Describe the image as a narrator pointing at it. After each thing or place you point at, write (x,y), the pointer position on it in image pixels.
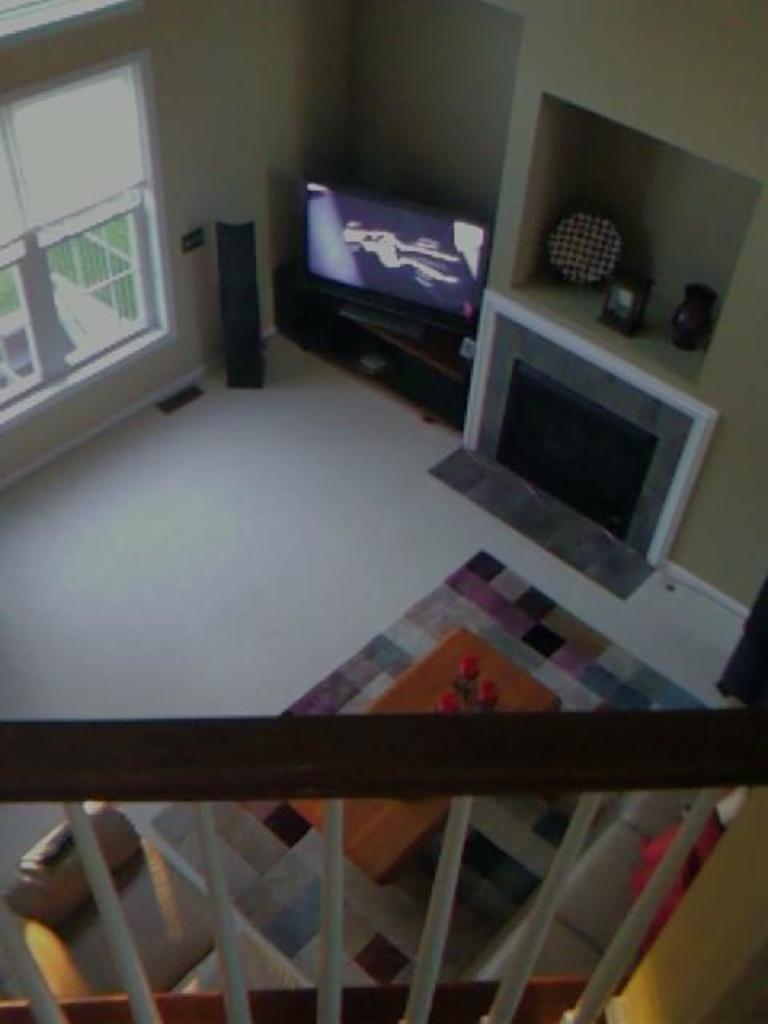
In this image I can see a television (312,242), a railing (208,832), a fire place (613,448), wall (623,136) in cream color and I can also see a glass window (27,219).
